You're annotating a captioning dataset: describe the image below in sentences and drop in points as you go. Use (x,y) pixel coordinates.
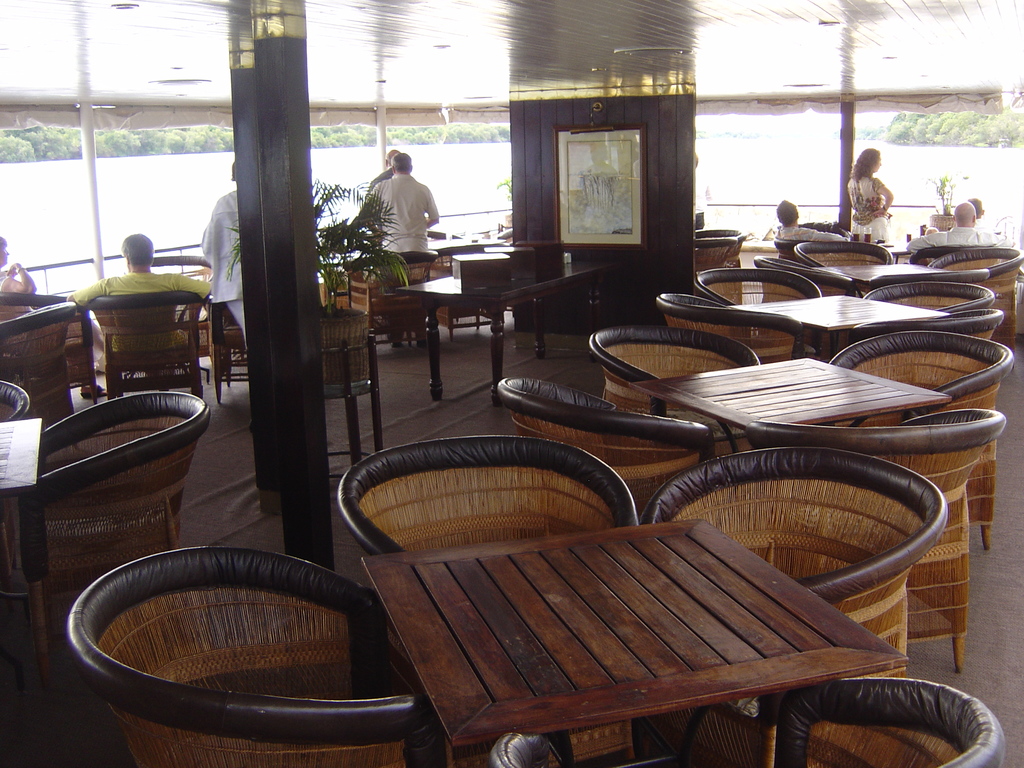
This image is taken inside a room (843,202). In the left side of the image (235,345) there are few chairs (156,358) and a person (139,274) sitting on a chair (150,332). In the right side of the image (871,268) there are few chairs (948,309) and table (866,280) and a persons (983,242) sitting on a chairs (927,254) beside them there is a pot (937,221) with a plant (948,209). In the middle of the image (443,413) there is a floor (513,320) and a wall (657,198) with the frame (614,185). At the background (941,144) there are few plants (984,131). At the top most of the image (584,50) there is a ceiling (734,61).
